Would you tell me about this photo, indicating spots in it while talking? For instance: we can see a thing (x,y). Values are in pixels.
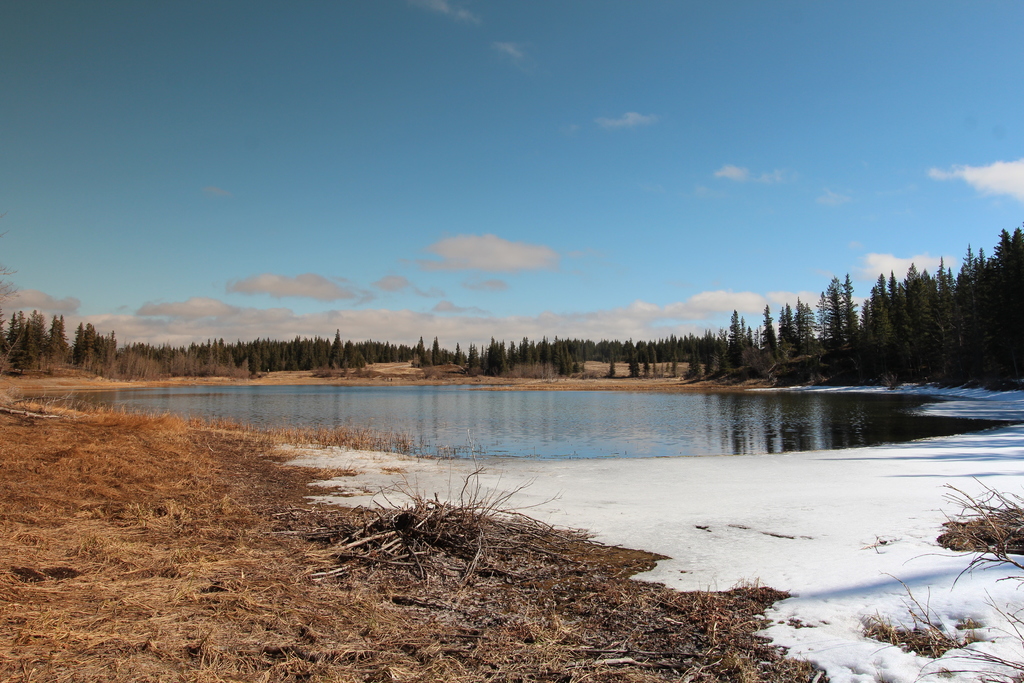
In this image there is a lake (619,411). Background (25,336) there are trees (1018,321) on the grassland (413,363). Top of the image (456,218) there is sky (462,298) with some clouds (514,326).
